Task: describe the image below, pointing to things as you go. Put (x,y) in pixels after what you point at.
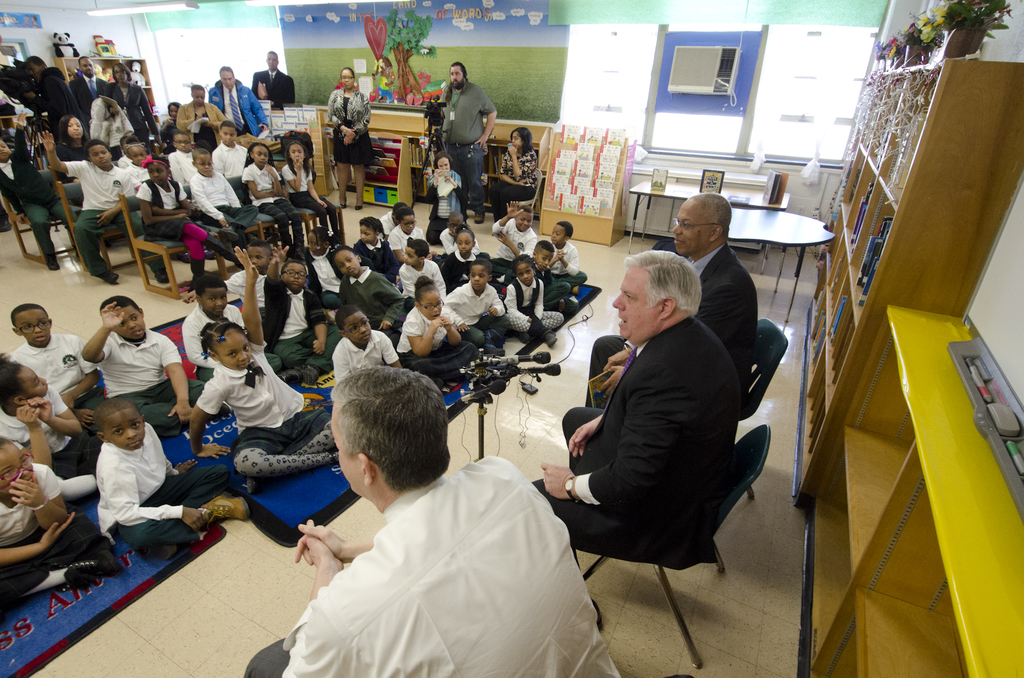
In the middle (352,278) there are many children's (360,281) sitting. On the right (704,423) there are three people (626,470) sitting on the chair (765,382) and staring at children (292,339). In the middle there is a man (473,148) with camera (445,105) in front of him. In the background (653,124) there are tables (757,204), window (633,103), wall poster (555,73), light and cupboards (147,80).
